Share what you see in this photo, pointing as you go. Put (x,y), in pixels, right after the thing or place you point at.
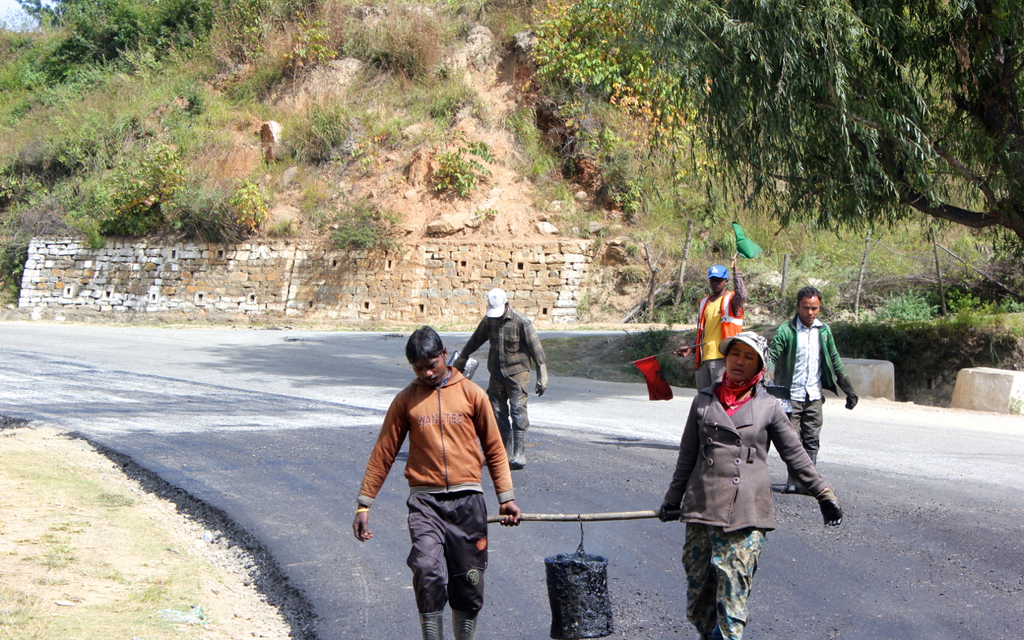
In this image, we can see two persons (767,464) wearing clothes (507,489) and holding a drum (576,603) with a stick (583,519). There are three persons (812,341) standing on the road (889,457). There is a branch (851,108) in the top right of the image (842,129). There is a hill (484,167) beside the road (275,379).
